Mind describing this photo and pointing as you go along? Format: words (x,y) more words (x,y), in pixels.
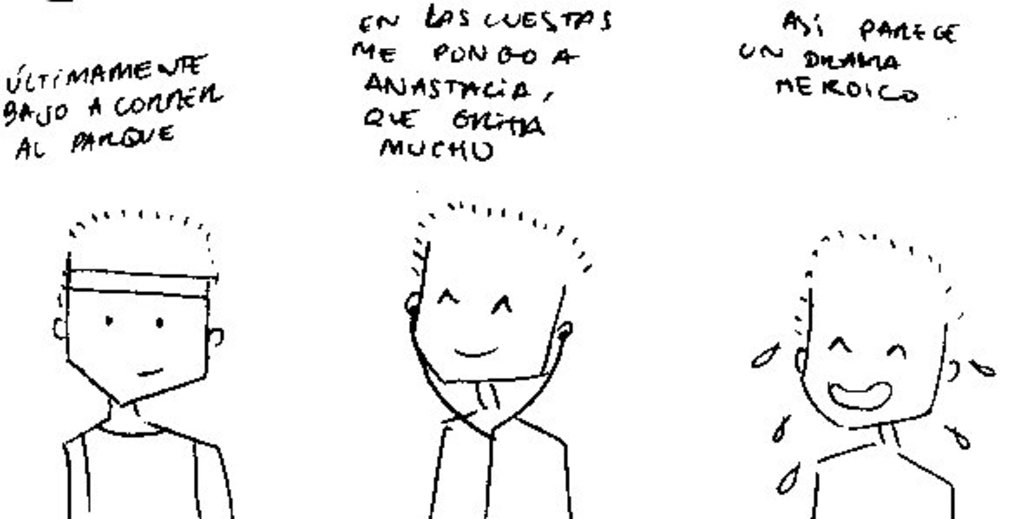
In this image drawings (501,296) of persons (160,332) and text (441,100).
